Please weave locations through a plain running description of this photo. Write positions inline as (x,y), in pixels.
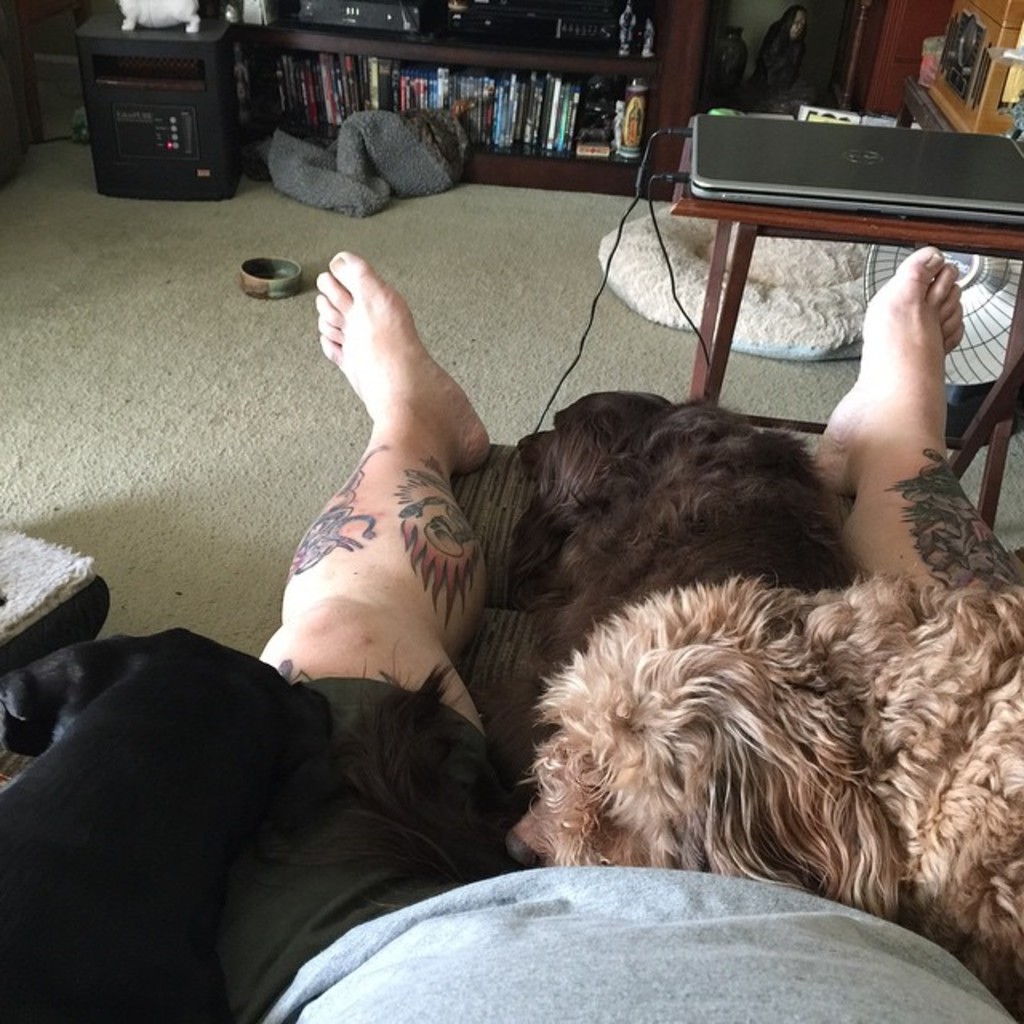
In this image we can see a person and some dogs (584,636) on the chair (498,611). To the right side of the image (950,157) we can see a laptop (703,184) with cables (634,206) placed on the table (822,232) and a table fan (987,350) placed on the ground (578,331). In the background (325,94), we can see group of books (491,121) and some artifacts (626,39) placed in racks (256,86). On the left side of the image (171,139) we can see a device (190,146), clothes (369,169) and a bowl (283,281) on the ground (291,257).
